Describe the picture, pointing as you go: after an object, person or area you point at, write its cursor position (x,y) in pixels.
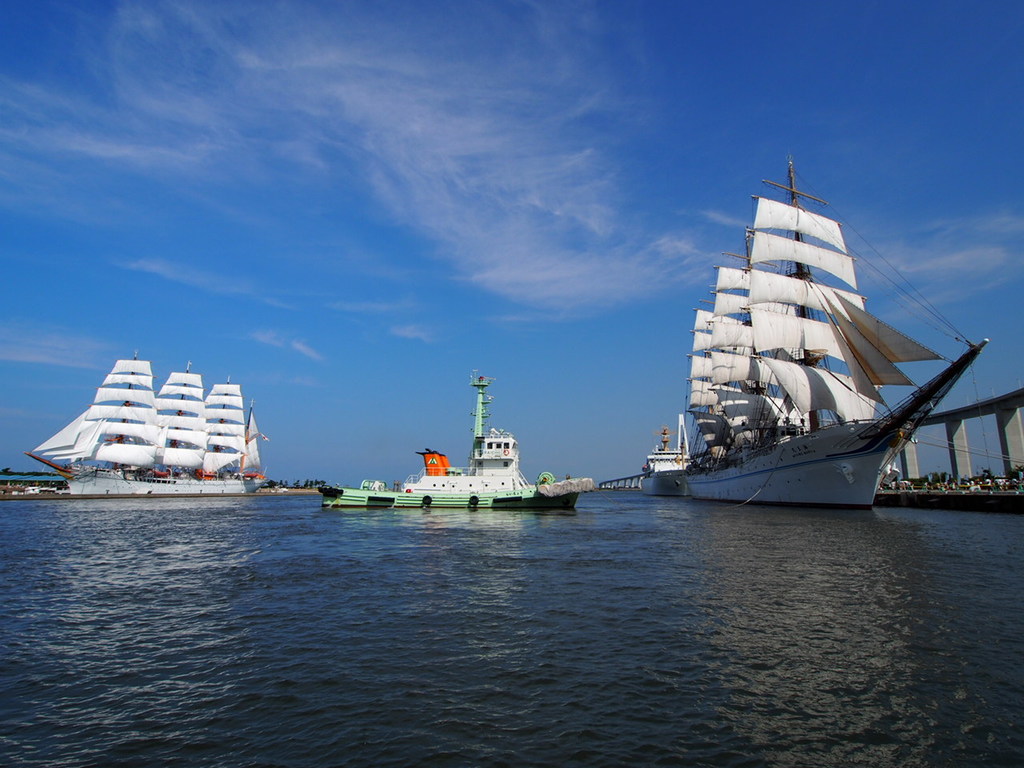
In this picture I can see there are four ships (393,483) sailing on the water (570,601) and on to right (966,473) there is a bridge (961,460) and the sky (979,456) is blue.
